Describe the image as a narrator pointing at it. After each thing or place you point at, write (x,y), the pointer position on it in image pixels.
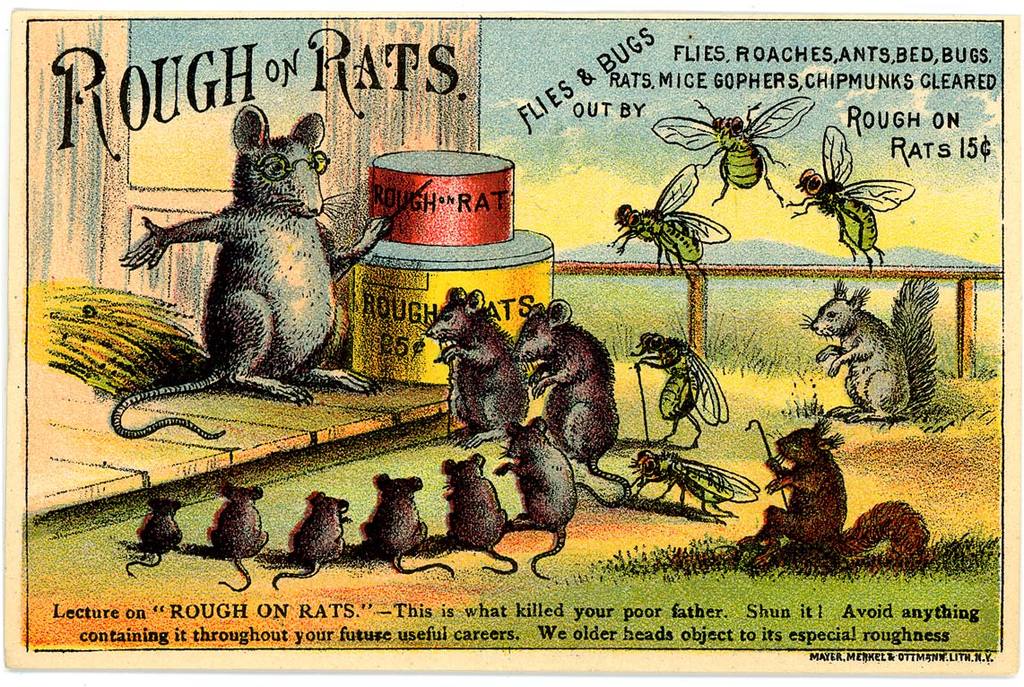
This is a poster (320,321) where we can see rats (607,402), mouses (478,493) and fly (678,234). To the top (361,61) and bottom of the image (430,632) some text (571,638) is written.
